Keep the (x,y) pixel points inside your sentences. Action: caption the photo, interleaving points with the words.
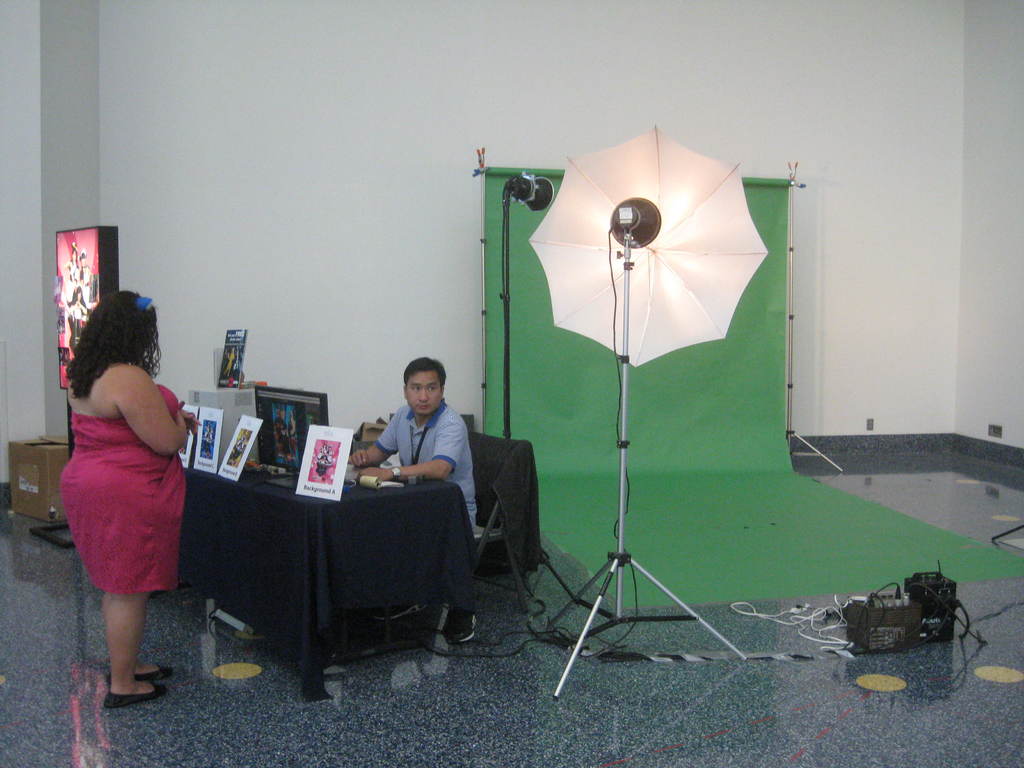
In the image we can see there is a man (429,458) who is sitting on chair (479,527) and there is a woman (113,513) who is standing in front of him and on the table (238,550) there are photo frames (237,445).
